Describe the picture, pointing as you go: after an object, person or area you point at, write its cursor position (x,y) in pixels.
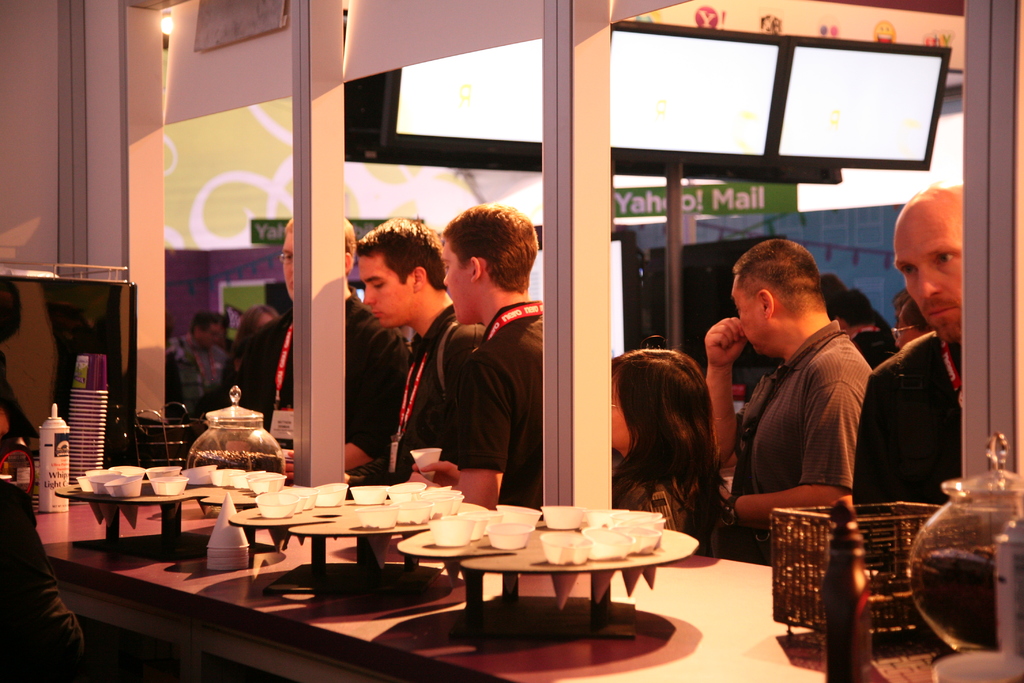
In this image I can see number of people (664,414) are standing here, I can also see few cups (337,492) over here.
